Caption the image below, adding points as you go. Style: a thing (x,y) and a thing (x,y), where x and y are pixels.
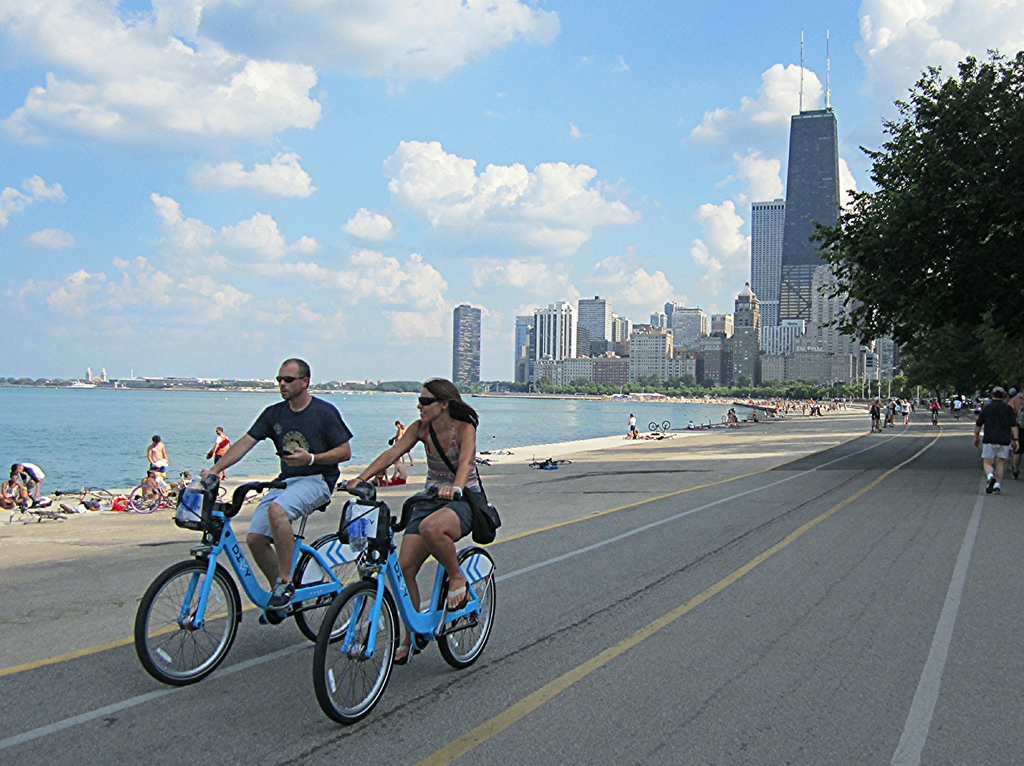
In this image we can see persons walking on the road (289,661), persons (451,591) riding bicycles (473,614), people (817,413) sitting on the sea shore (798,400), sea (233,401), buildings (825,279), trees (877,239) and sky (473,125) with clouds (815,97).
